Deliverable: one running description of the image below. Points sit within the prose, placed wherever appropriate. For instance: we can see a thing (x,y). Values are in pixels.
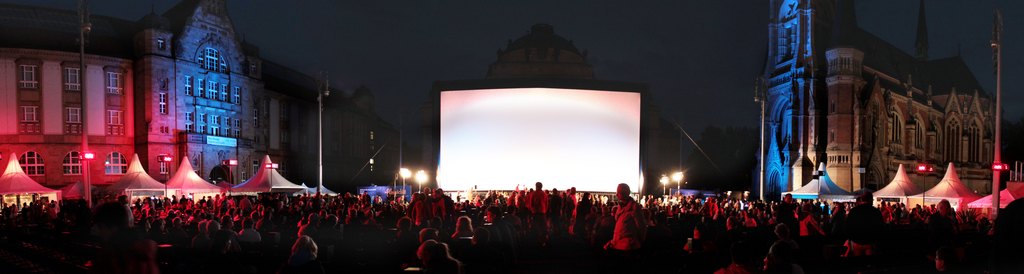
In this image, we can see so many buildings (75,177) with walls (240,140), and windows (27,111). Here we can see few stalls (8,169), poles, lights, screen (489,160). Background (401,53) there is a sky (643,42). At the bottom (621,214), we can see a group of people (1006,259).
